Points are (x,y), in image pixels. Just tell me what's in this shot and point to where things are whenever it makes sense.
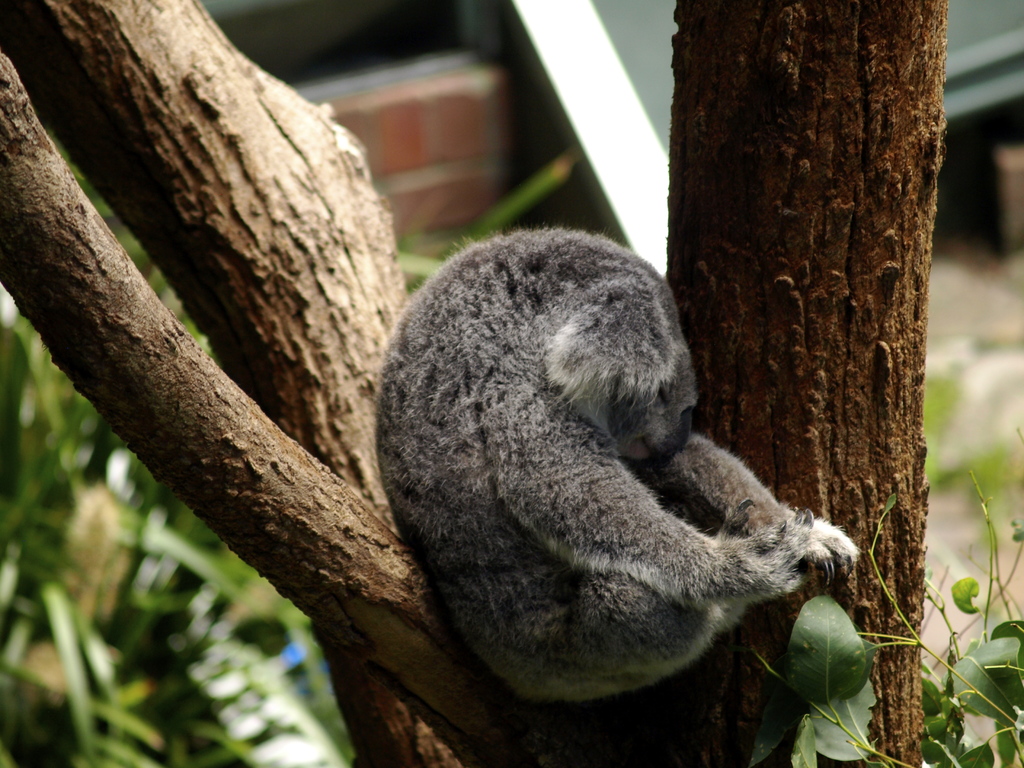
In this image I can see few trees (293,194) in the centre (386,291) and in the front (412,491) I can see a grey colour koala (598,447). I can also see green colour leaves (24,342) on the both side of this image and I can see this image is little bit blurry in the background (93,714).
